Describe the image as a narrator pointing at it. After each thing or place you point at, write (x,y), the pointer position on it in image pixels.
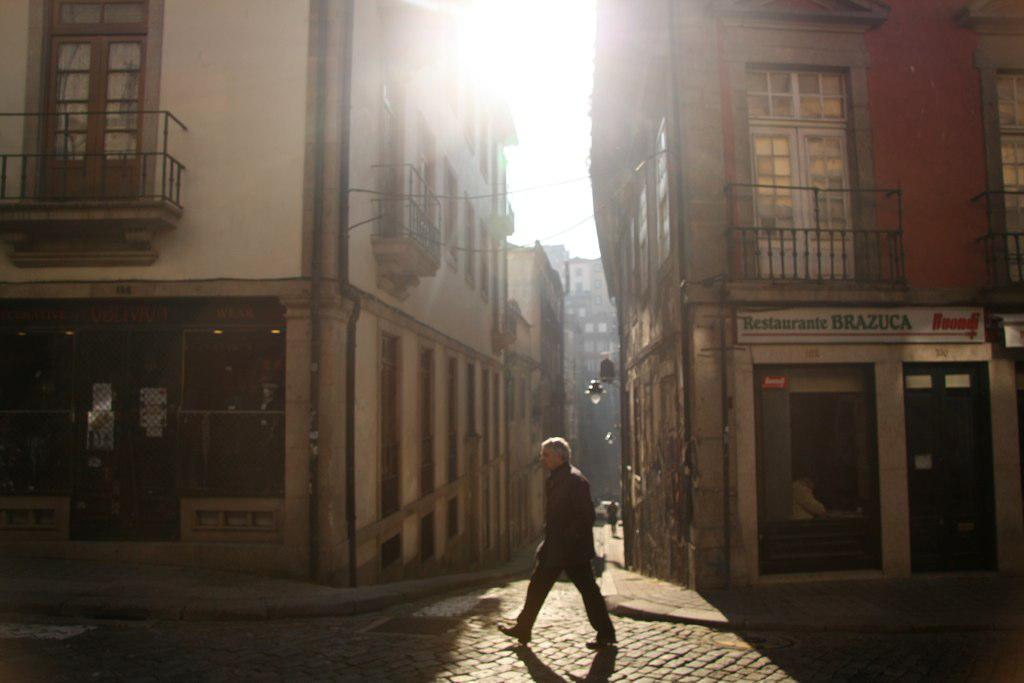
There is a person (551,585) walking. In the back (194,240) there are buildings (408,200) with windows (785,176), doors (767,204), balcony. Also there is a light (602,391) on the wall (635,388) of the building (635,388).
